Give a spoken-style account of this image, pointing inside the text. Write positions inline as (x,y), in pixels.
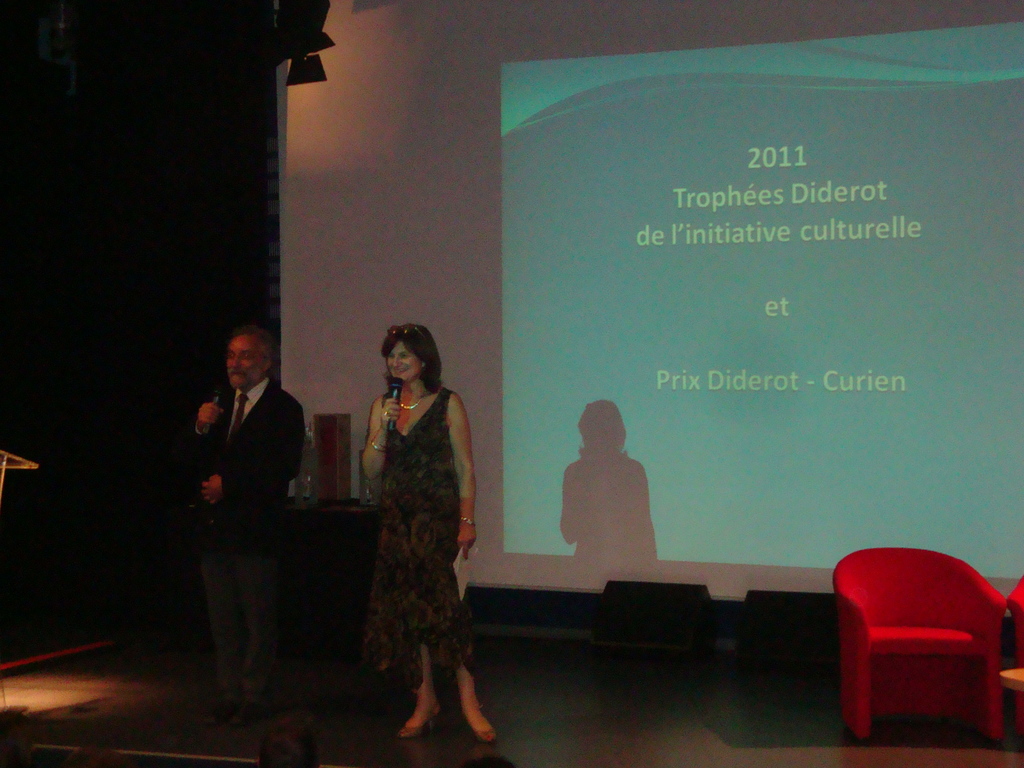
In this picture we can see a chair (953,657) and some objects (1021,609) on the right side (851,702). There are loudspeakers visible on the ground (219,735). We can see an object (8,460) on the left side (13,462). There are a few objects (301,485), some text (828,193) and numbers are visible on a projector screen (467,189).
